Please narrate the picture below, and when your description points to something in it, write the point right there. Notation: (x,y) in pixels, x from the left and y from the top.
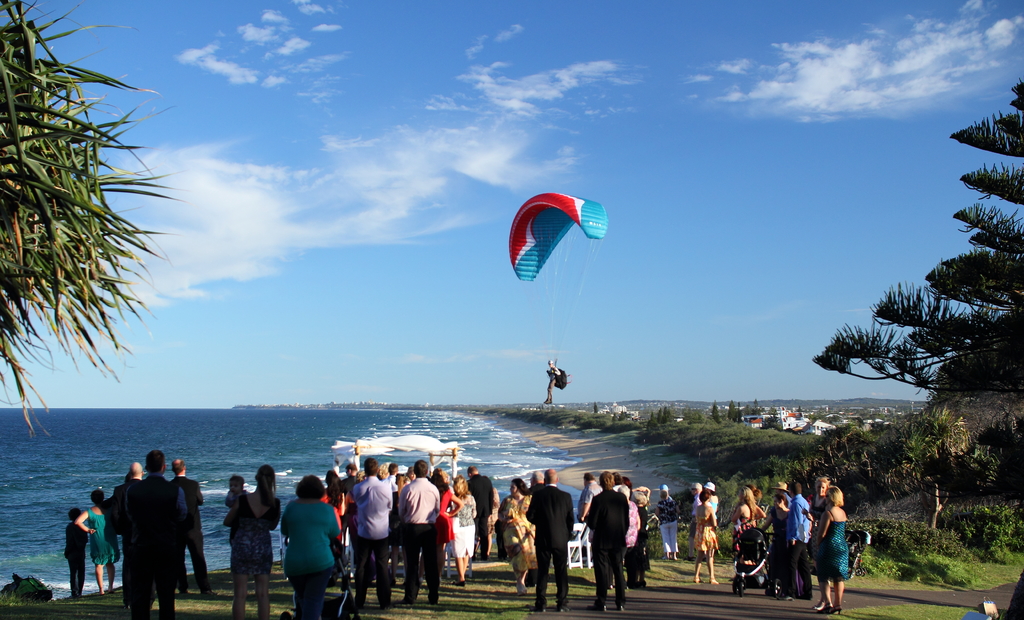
In this picture we can observe some people (369,508) standing. There is a person (558,370) flying with the help of the parachute (544,248). There are men (414,529) and women (518,543) in this picture. On the left side (208,447) there is an ocean (191,441). We can observe trees (938,277) and some plants (937,543) on the ground (944,581). In the background (412,183) there is a sky (439,123) with clouds (857,97).
